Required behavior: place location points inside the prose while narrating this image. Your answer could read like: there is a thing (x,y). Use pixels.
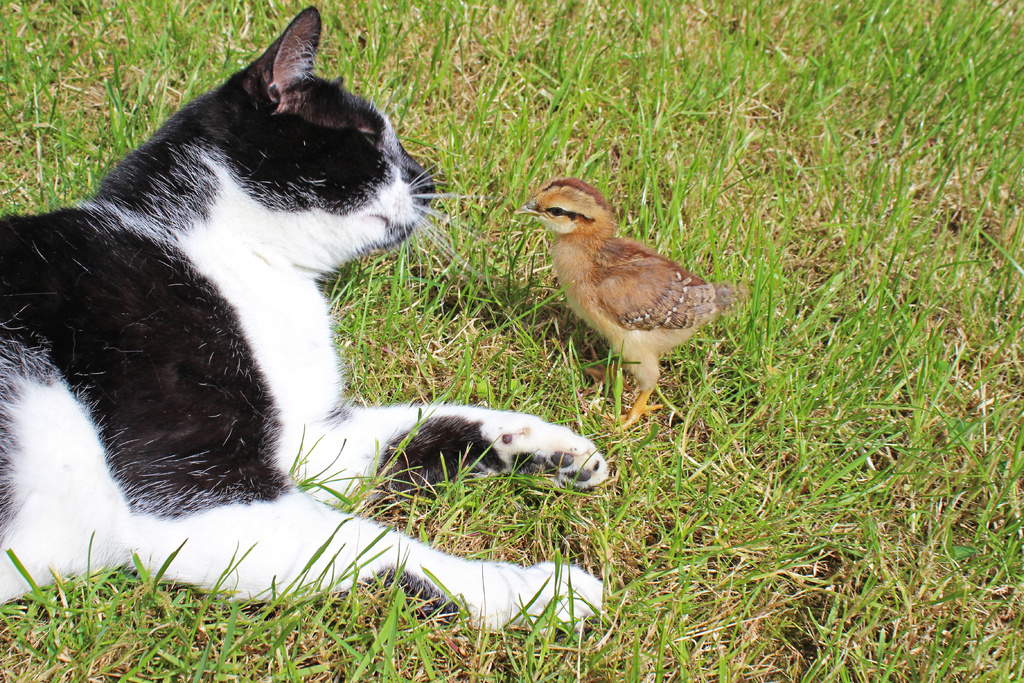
In this image we can see, there is a black and white color cat (334,87) and a bird (602,272) looking at each other and a bird (685,275) standing on the ground (790,406).
